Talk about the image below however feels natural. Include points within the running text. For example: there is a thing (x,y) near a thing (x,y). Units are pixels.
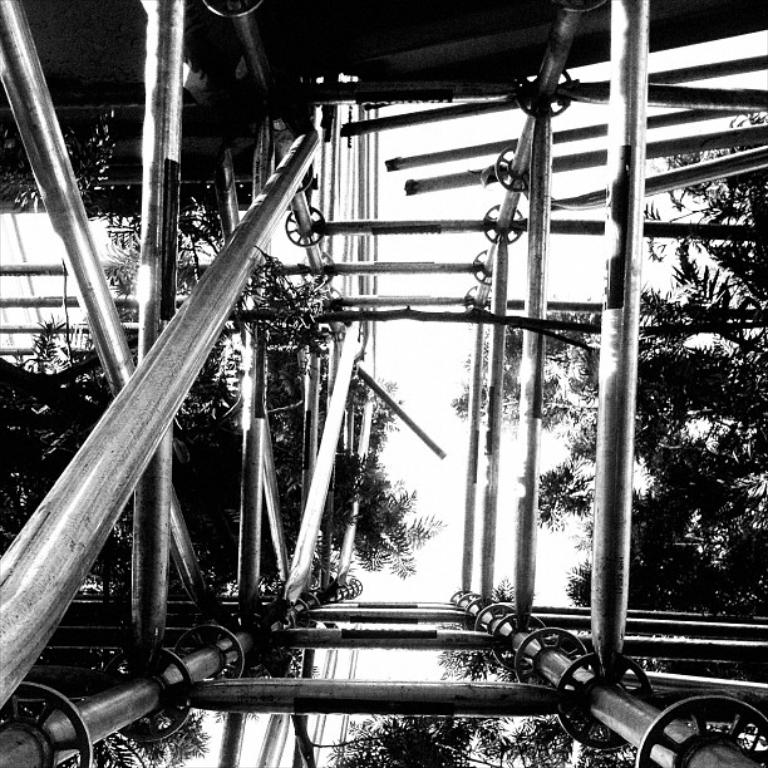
This is a black and white picture, in this image we can see some metal rods (252,367), there are some trees (263,567) and also at the top (373,15) we can see the roof (372,4).
